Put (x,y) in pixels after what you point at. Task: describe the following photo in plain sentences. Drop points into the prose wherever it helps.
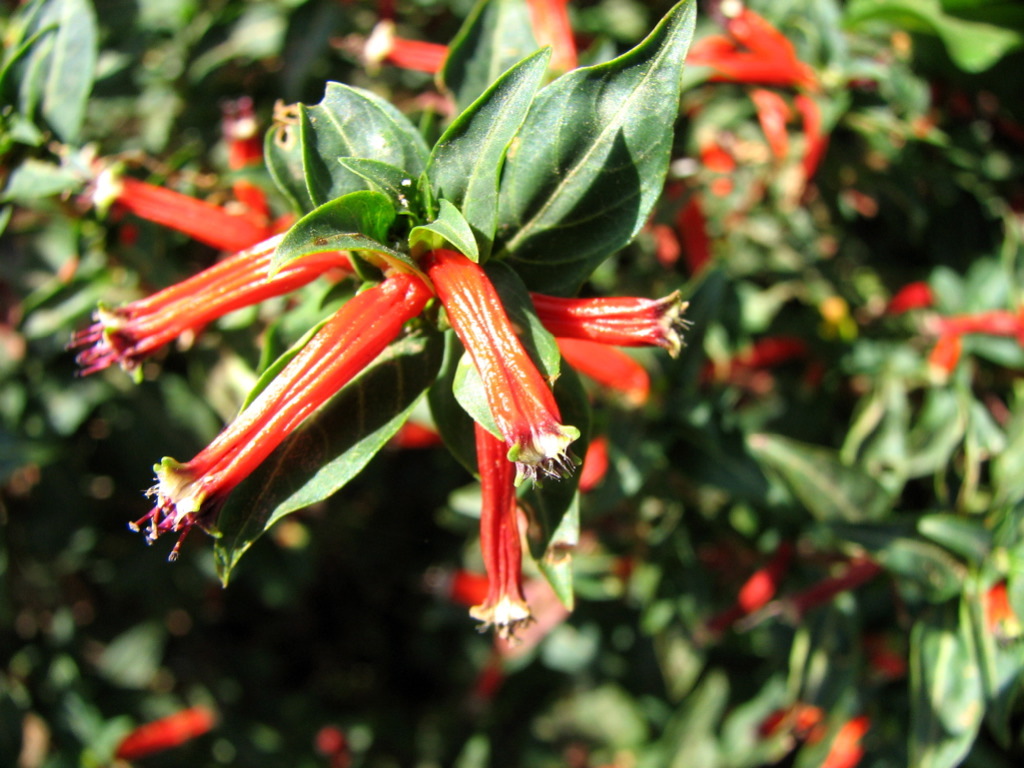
In the image in the center (592,389), we can see plants (369,424) and flowers (730,55), which are in red color.
